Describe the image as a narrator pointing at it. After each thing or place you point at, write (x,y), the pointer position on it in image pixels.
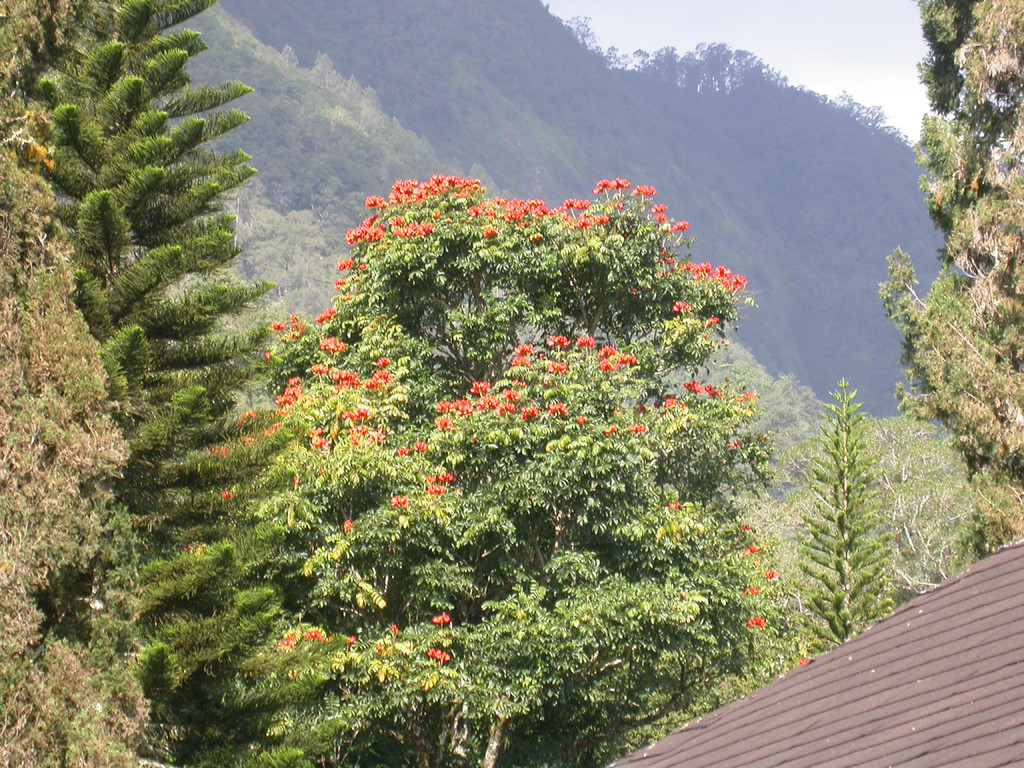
In this image I can see a roof (844,699) of a building (791,732), on the right (980,713) and there are trees (355,287) and hills (676,174) at the back (732,174).
